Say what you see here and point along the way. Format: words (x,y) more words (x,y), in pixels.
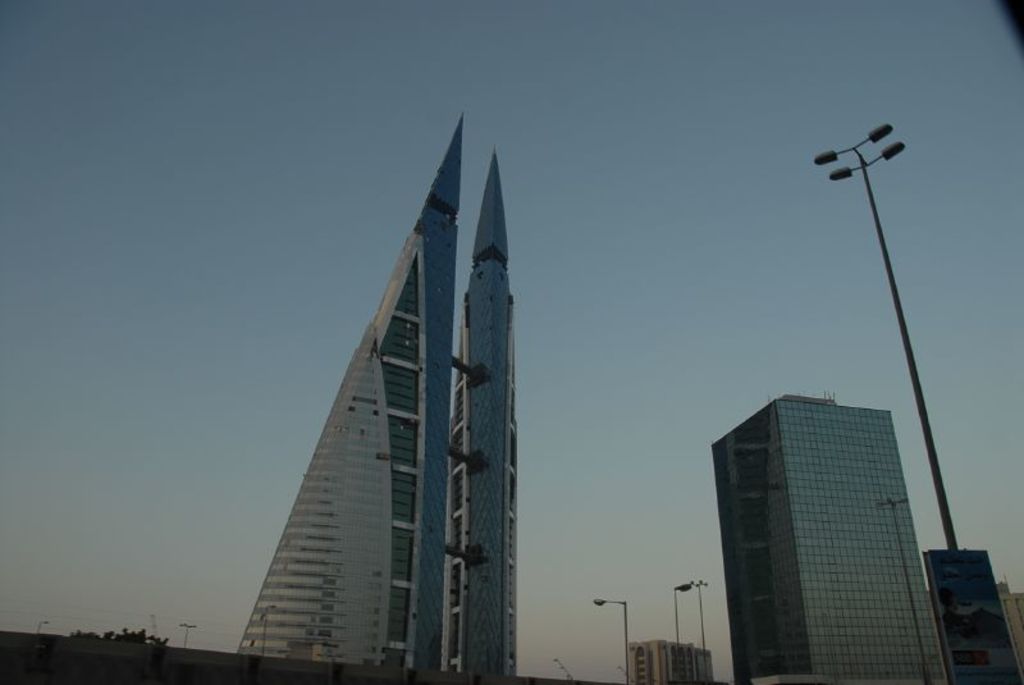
In this image I see the buildings (292,654) and I see few light poles (952,542) and I see the sky (570,326).
